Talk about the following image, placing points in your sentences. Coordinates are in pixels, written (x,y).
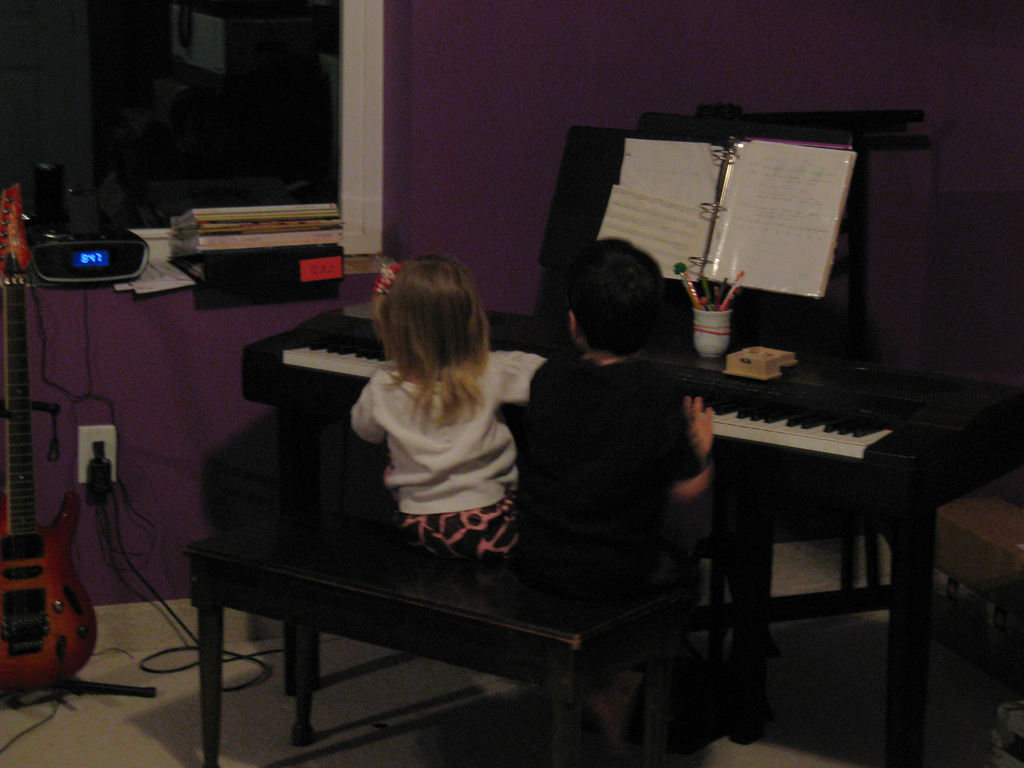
In this picture two kids (619,424) are playing a piano (740,403) with music script (797,211) on top of it. To the left side (33,580) we also observe a red electric guitar (29,596) with a electronic gadget (56,282).
